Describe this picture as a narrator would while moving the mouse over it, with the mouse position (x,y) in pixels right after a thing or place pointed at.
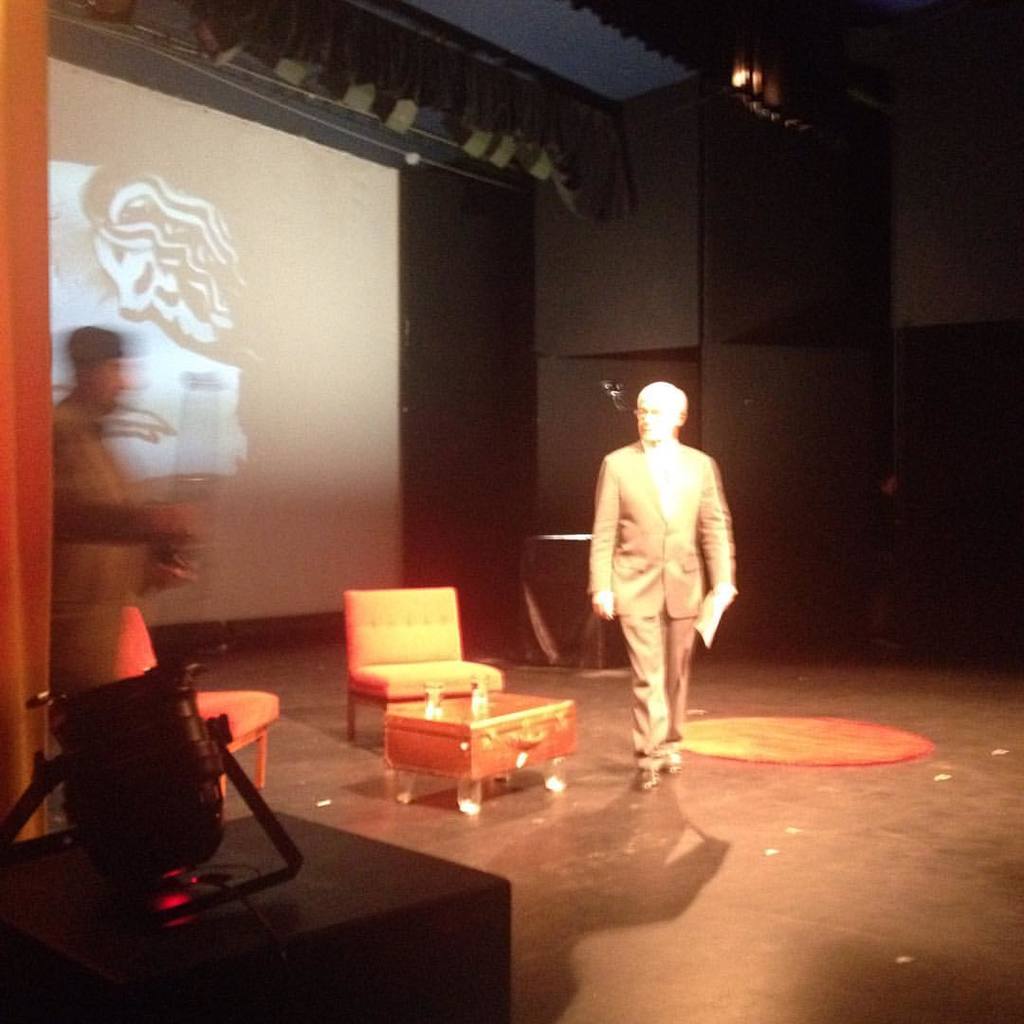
In this picture I can see a man (669,600) in the middle (655,634), beside him there are chairs (423,686) and a table (516,736). There is another person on the left side (149,784) and a light (148,802). In the background (244,450) it looks like a projector screen (315,424).
